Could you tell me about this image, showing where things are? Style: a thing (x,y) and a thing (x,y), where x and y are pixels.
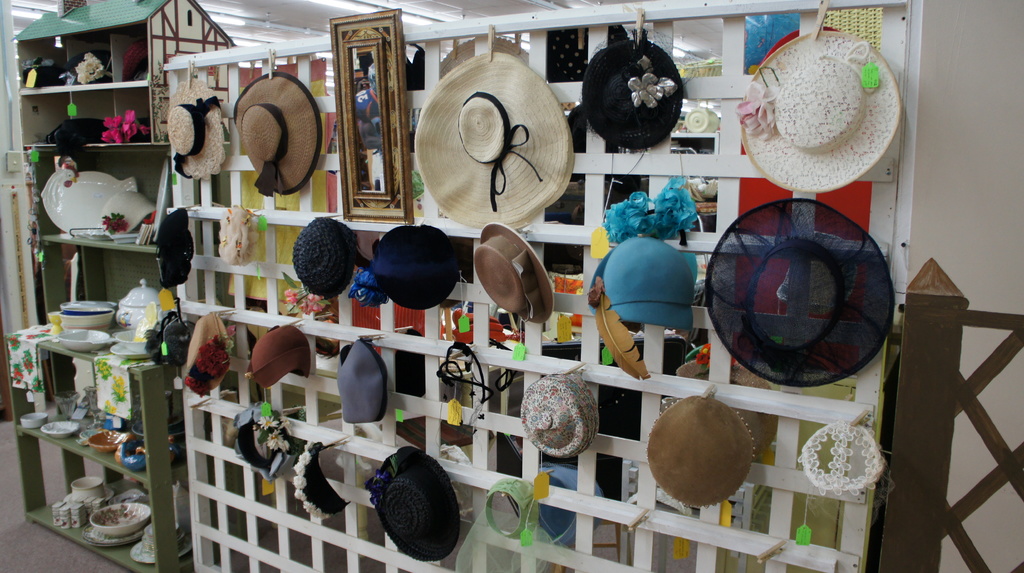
In this image, we can see a grill (786,546). On the grill (336,331) we can see few caps (360,421) and hats (493,211) are hanging with the help of clips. On the left side (167,471), we can see racks (131,395). Few things (86,323) and objects (99,194) are placed on it. Here we can see a mirror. Top of the image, we can see the lights (430,18). Right side of the image (996,189), we can see a wall (970,215) and painting (955,324).
